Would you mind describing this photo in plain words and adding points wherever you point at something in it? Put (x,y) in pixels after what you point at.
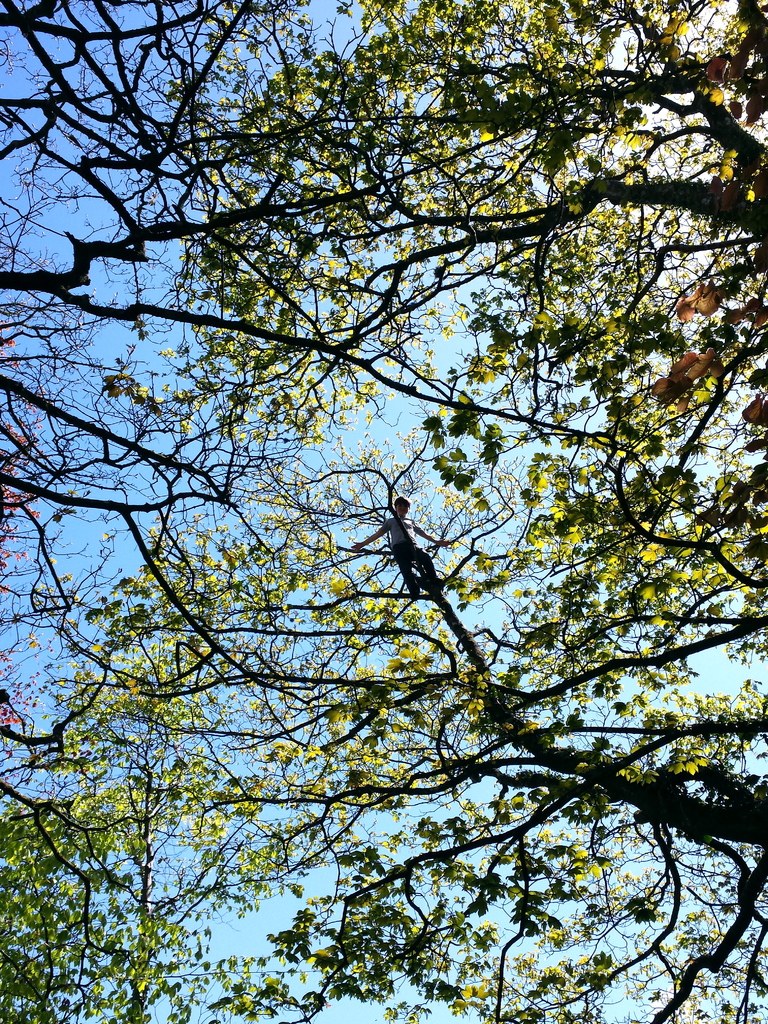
In this image there is a tree (264,601) and person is standing on the tree (378,617). At the back side (51,441) there is sky (353,416).
